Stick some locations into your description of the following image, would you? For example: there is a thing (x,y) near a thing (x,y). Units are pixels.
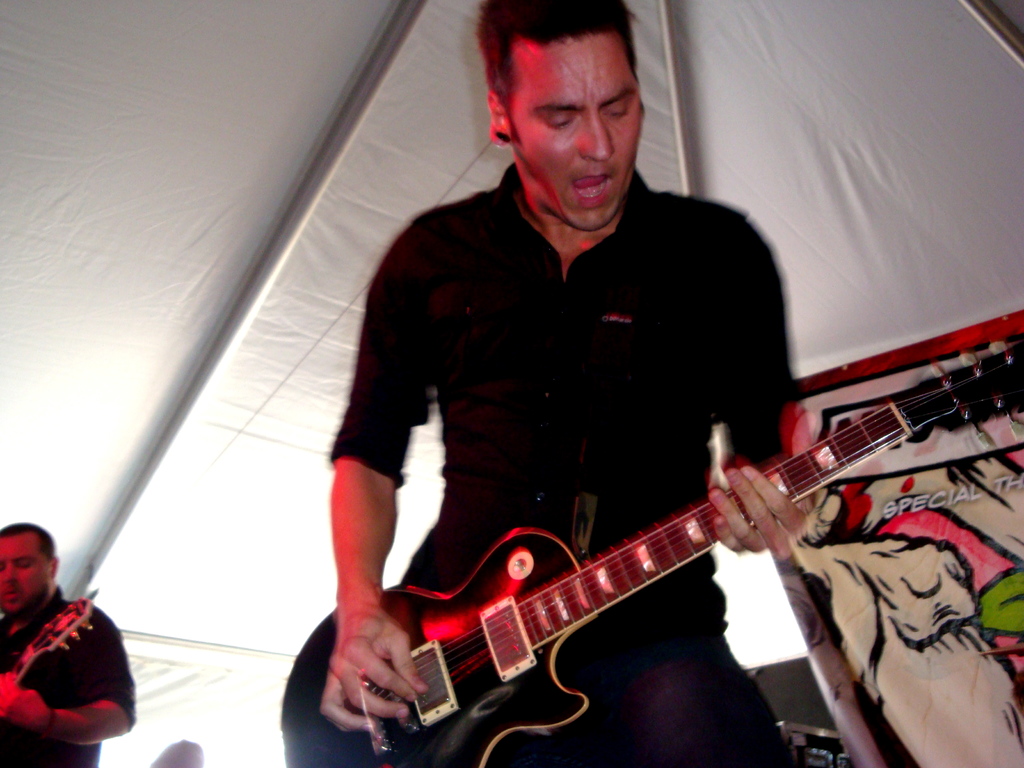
In this image I can see a man (561,377) wearing black color dress (586,429), standing and playing the guitar (584,568). It seems like he's also singing a song. On the top of the image (283,137) I can see a white color tent (122,220). On the left corner of the image (77,649) there is another man (46,665) holding a guitar (48,647) in hands (9,698).
